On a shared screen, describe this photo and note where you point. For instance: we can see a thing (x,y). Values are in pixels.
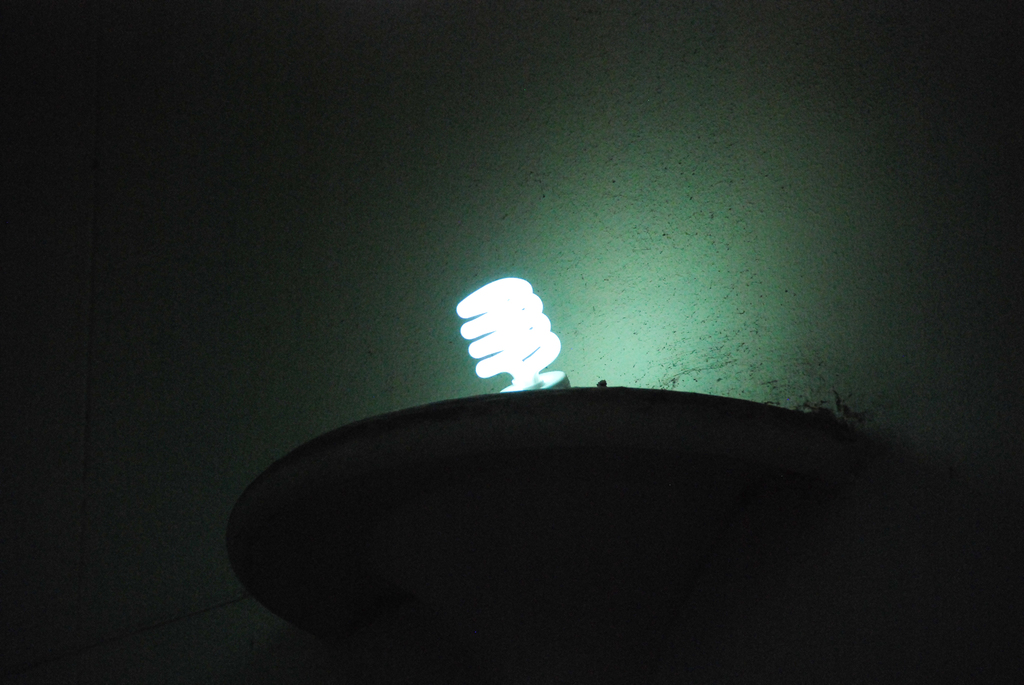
In the image I can see a light bulb (493,369) and some other objects (502,470). In the background (530,163) I can see a wall (524,192). The image is little bit dark.
